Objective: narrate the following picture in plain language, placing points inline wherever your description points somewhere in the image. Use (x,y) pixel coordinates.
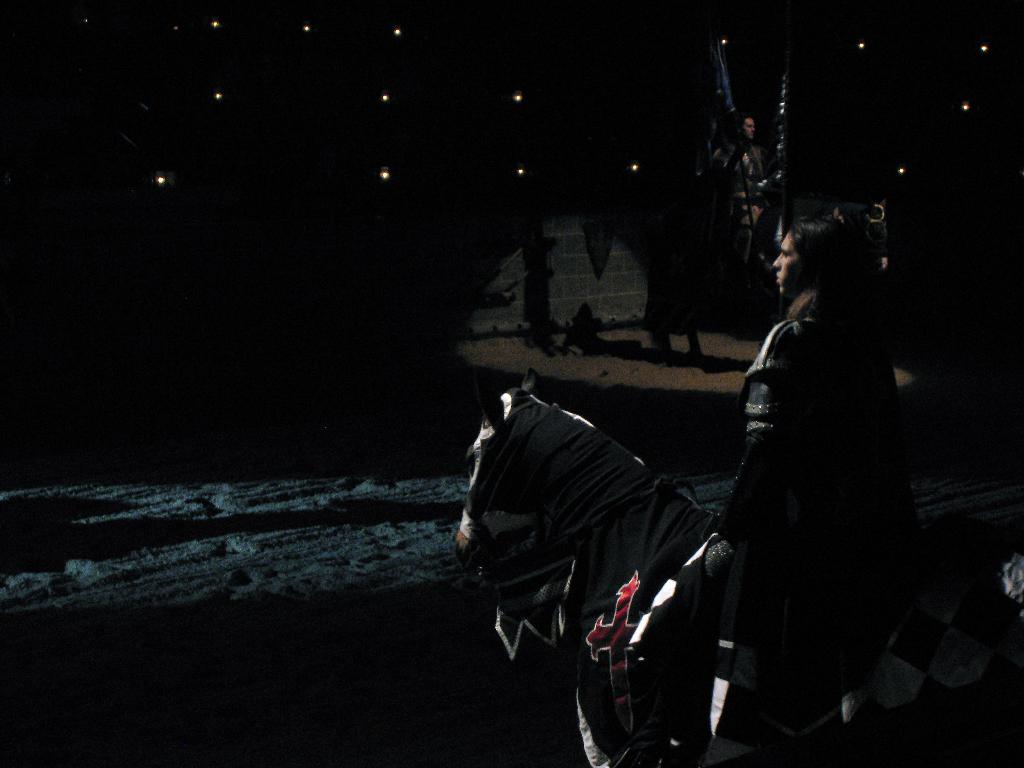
This person (882,566) sitting on the horse (624,589). A far there is a person (763,202) and we can see lights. This is sand (234,600).
